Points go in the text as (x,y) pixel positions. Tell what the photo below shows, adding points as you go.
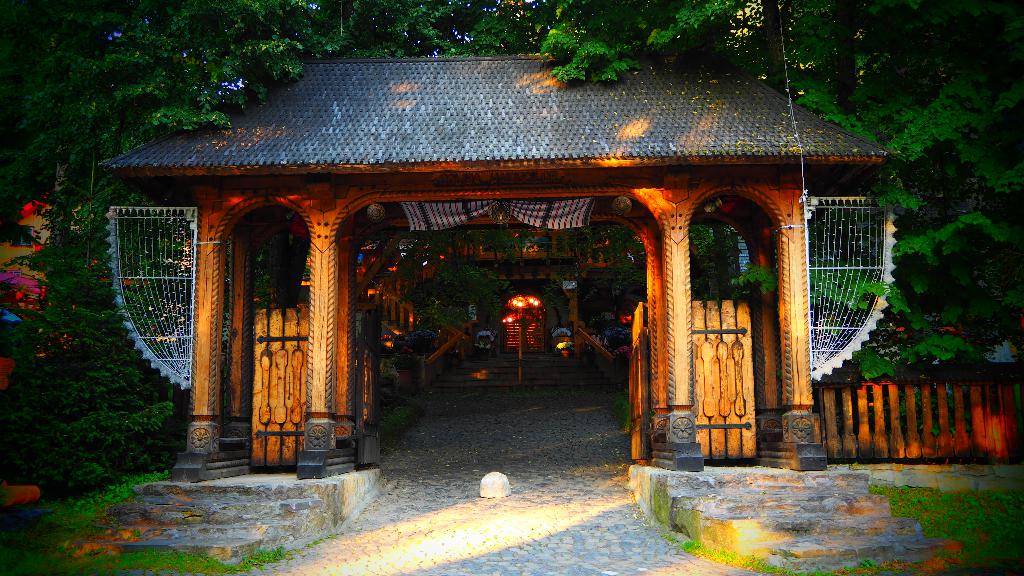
In this image there are trees (214,16) on the left (10,19) and right corner (958,81). There are pillars (677,424) with a roof (867,162) and a gate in the foreground (802,317). There is a building (591,299) in the background (549,305). There is a road (551,546) at the bottom (442,534).
